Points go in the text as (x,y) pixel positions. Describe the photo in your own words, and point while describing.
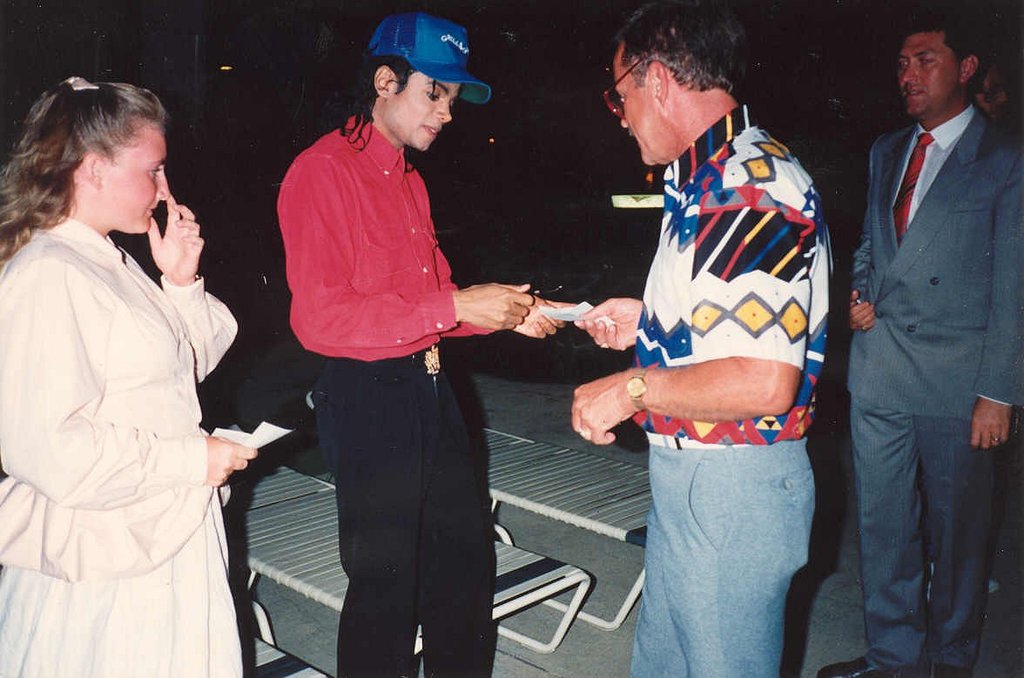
In this image I can see group of people (164,157) standing. The person (385,264) in front (373,271) wearing red shirt (377,305), black pant (386,362) and the person (578,396) at right (748,350) wearing white and black color shirt (752,301) and gray color pant (737,561), and I can see dark background (257,123).
